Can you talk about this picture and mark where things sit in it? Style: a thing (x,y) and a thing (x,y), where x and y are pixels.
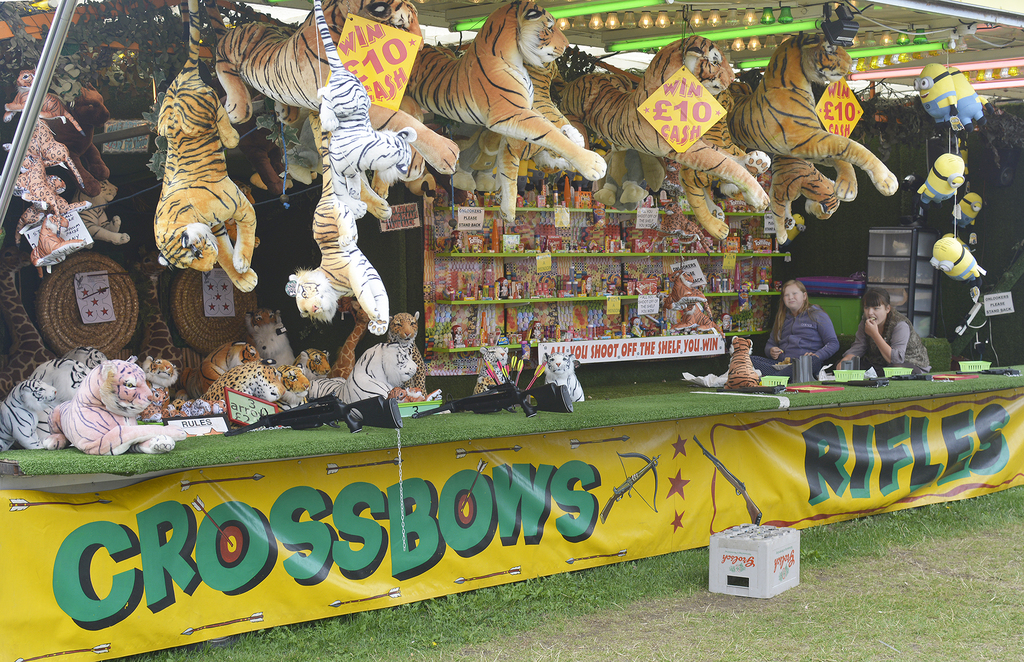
In this image there is a stall (630,363) with a banner (954,448), tray (763,543), baskets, arrows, toys (579,189) in the shelves (678,289), boards (561,211), two persons (867,363), lights (635,23).
